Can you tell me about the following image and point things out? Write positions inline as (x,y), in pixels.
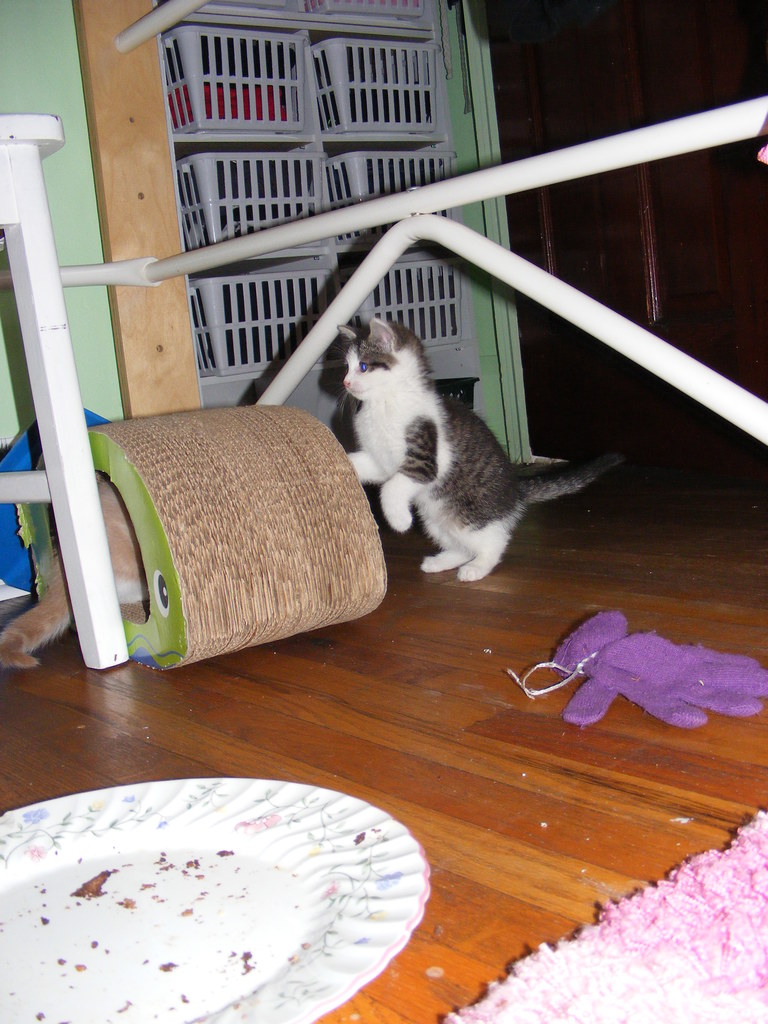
This is a cat (391,416) standing. I can see a plate (413,834), glove (659,680) and carpet (583,961) on the floor (523,837). I think these are the baskets (359,176), which are kept in the rack (224,223). This looks like a table (82,615). I think this is another cat (120,534), which is inside an object (204,551).
